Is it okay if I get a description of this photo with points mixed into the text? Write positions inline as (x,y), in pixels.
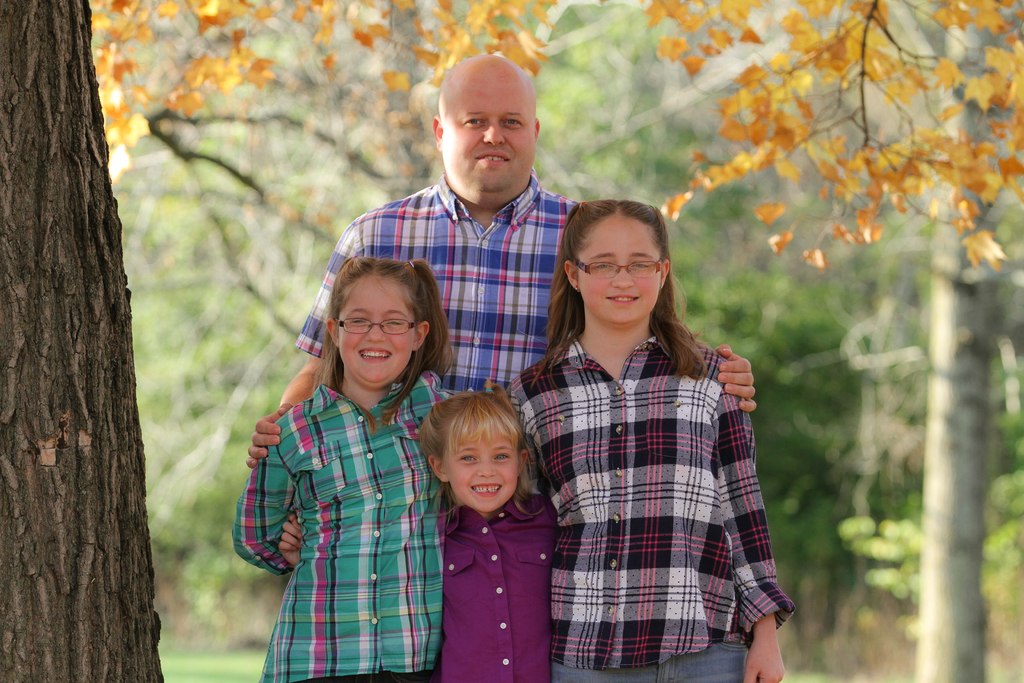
In this image, we can see people (588,345) and some are wearing glasses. In the background (565,89), there are trees (911,444).
